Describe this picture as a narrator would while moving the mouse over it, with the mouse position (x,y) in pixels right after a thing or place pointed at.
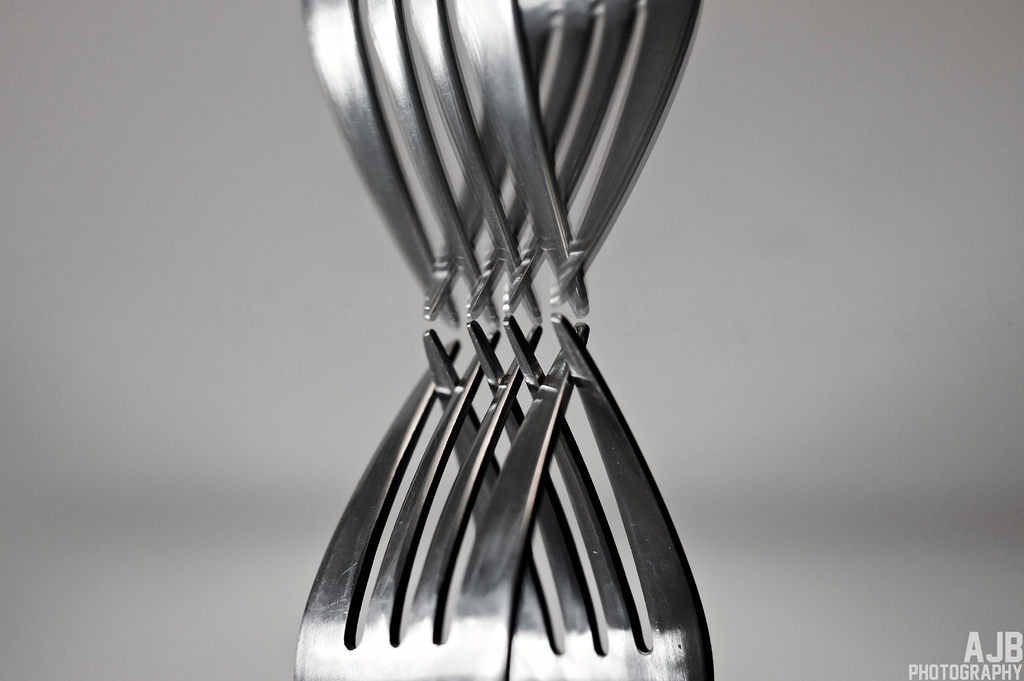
In this image we can see two forks (506,472) and their reflections (490,215).
